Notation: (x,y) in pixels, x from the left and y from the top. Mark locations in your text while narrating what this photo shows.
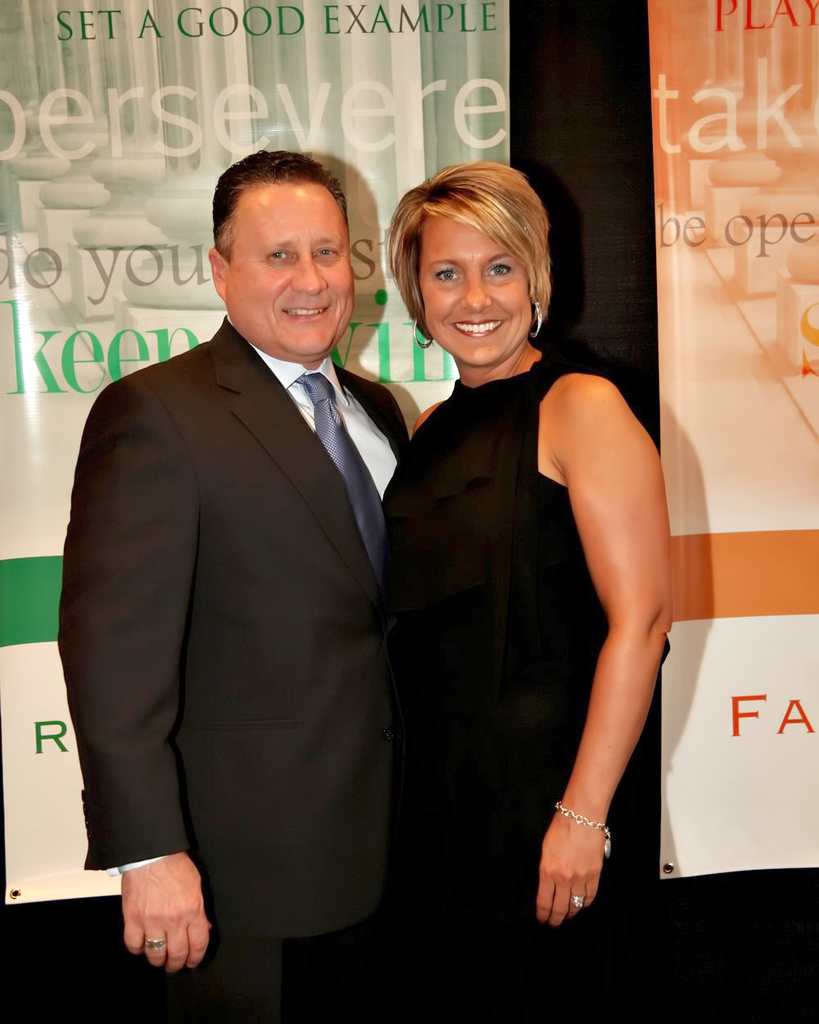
In the center of the image (516,632) we can see a man (202,534) and a lady (497,480) standing and smiling. In the background (283,86) there are banners (762,664).
